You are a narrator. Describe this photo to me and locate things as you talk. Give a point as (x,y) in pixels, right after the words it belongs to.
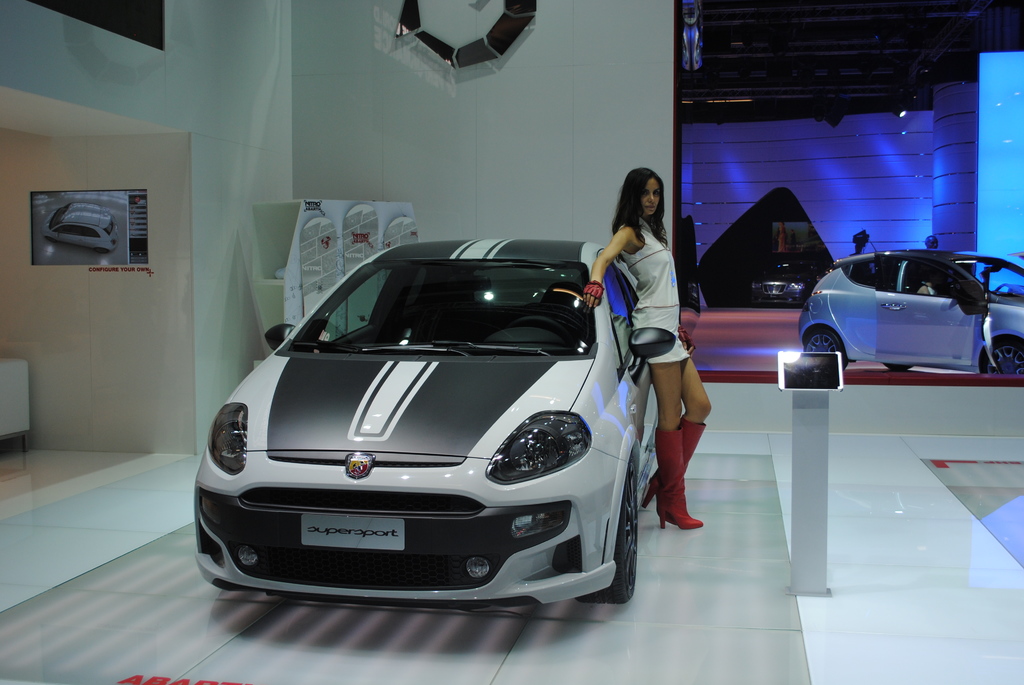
In this picture, we can see a few cars (624,550), a person (673,514), floor (695,500) and some objects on it like chairs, stand (793,544) and we can see the wall (19,203) with some posters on it and in the background (476,67), we can see a wall (573,48) with an opening (743,28) and we can see the display (864,254) of cars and some objects (837,120) like lights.
